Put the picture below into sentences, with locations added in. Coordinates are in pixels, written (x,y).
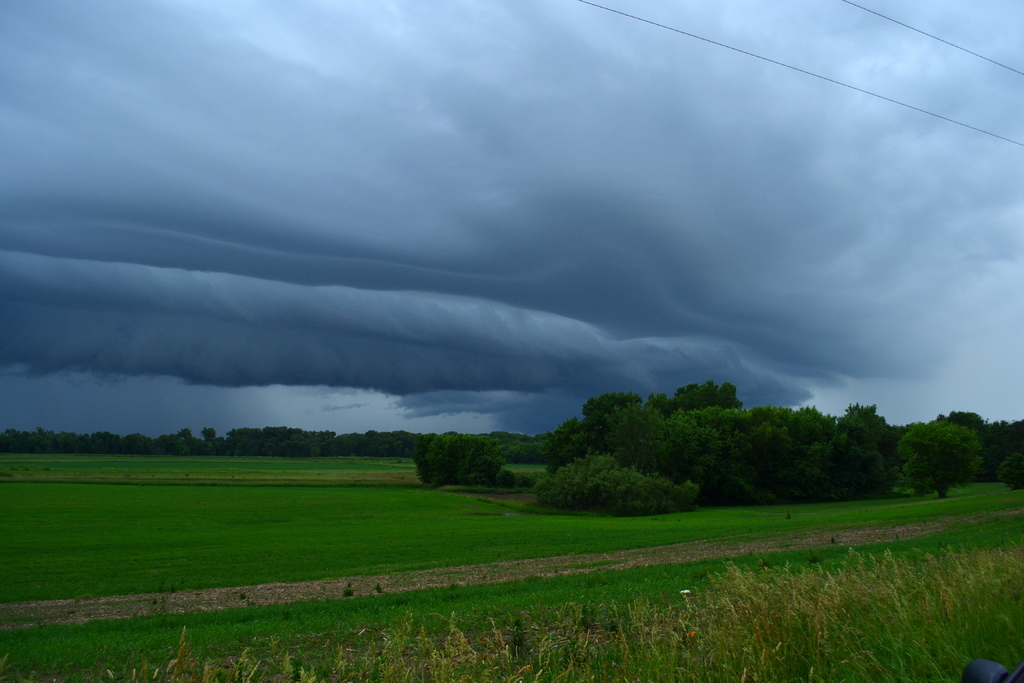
In this image, there are trees (594,441), grass (544,555) and plants (801,633). In the top right corner of the image (924,31), I can see the current wires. In the background (669,220), there is the sky (315,321).
